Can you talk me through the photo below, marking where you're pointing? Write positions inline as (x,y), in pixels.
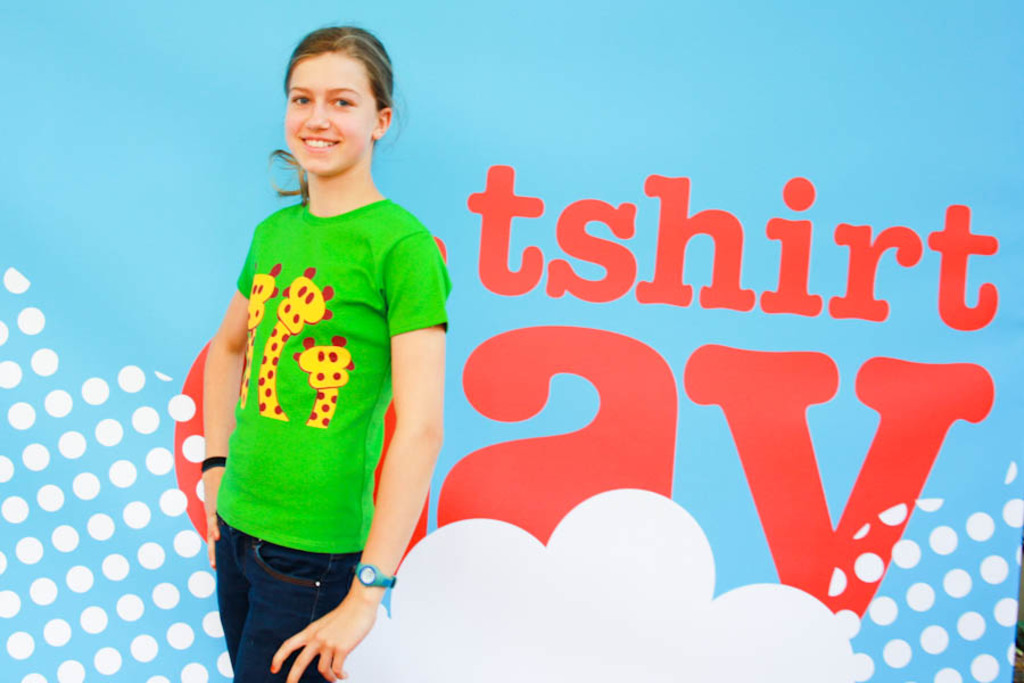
In this picture there is a woman (335,56) standing and smiling, behind her we can see hoarding (745,549).
